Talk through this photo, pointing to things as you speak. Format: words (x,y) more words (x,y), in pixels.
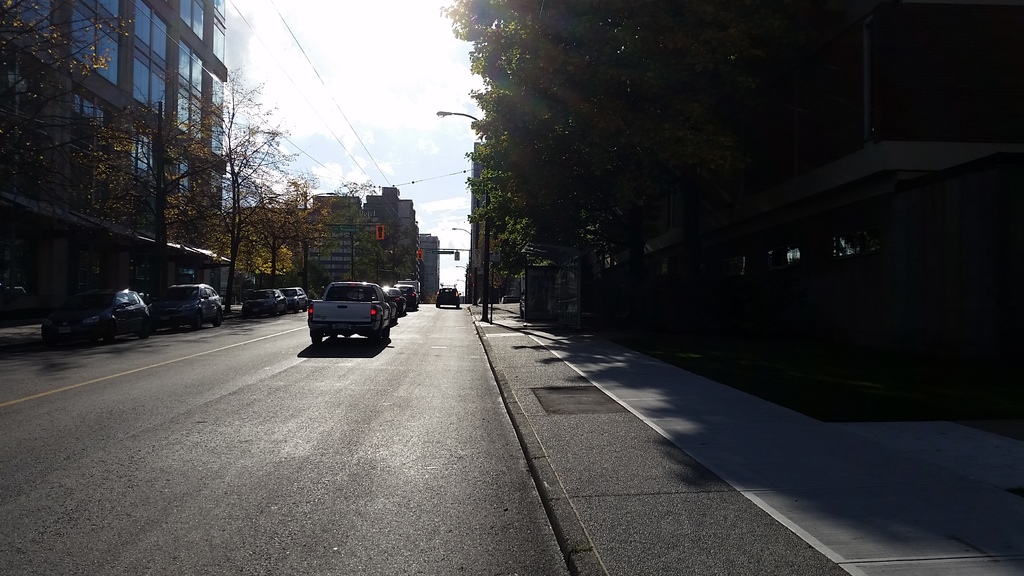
In the image I can see vehicles (332,319) on the road (361,337). In the background (517,159) I can see lights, trees (503,176), buildings (123,232), the sky (354,21) and some other objects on the ground (366,454).
